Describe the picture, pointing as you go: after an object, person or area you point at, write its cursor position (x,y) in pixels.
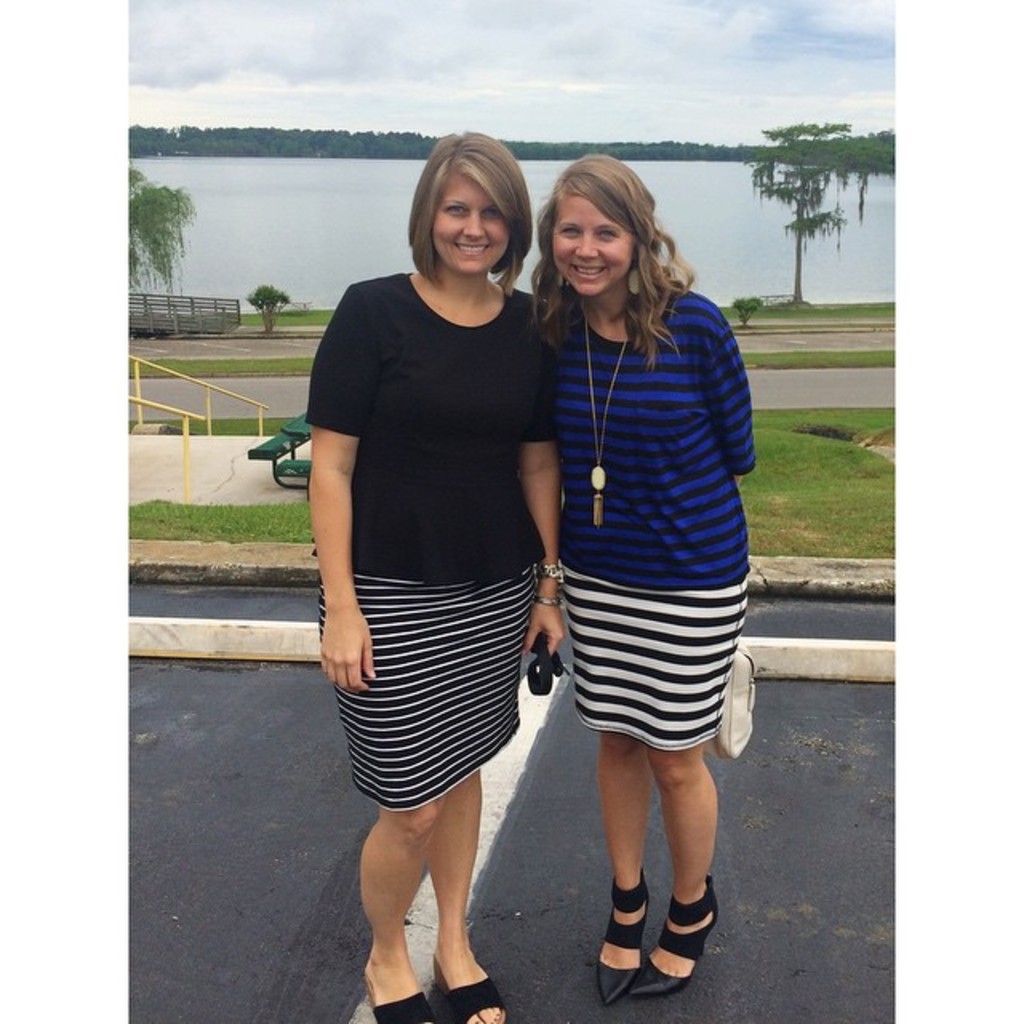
In this picture we can see there are two women (483,629) standing on the road (563,950) and behind the women (563,511) there are plants (273,302), bench (284,441), trees (828,170), water (234,228) and a cloudy sky (598,83).
